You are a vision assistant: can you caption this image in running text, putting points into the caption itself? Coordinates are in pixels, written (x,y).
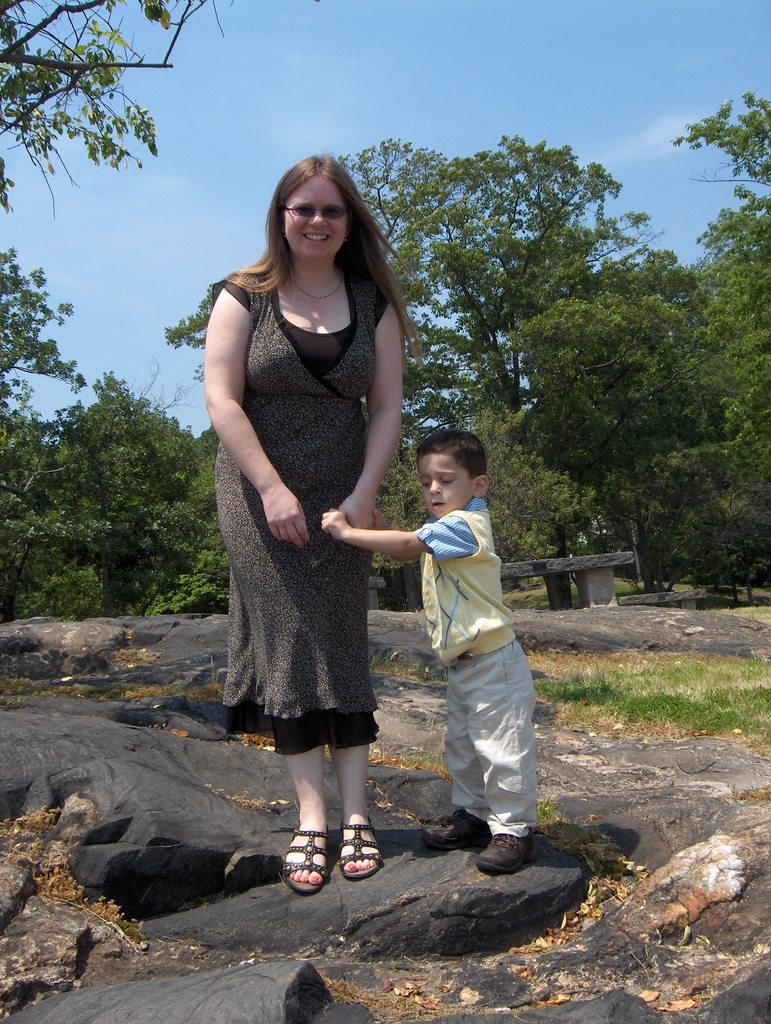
In the center of the image (336,405) there is a woman (289,419) and kid (459,643) standing on the rock (339,839). In the background (622,560) we can see bench (599,560), trees (601,542), grass (676,726), sky (515,79) and clouds (658,124).
